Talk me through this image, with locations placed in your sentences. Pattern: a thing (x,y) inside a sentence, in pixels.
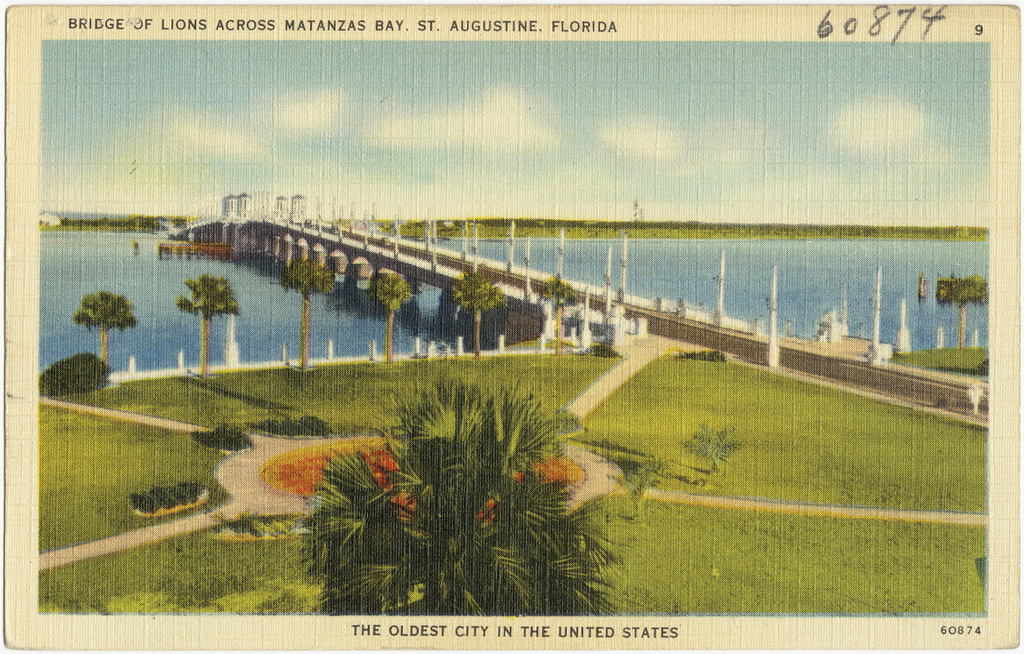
This is a poster, in the poster there is a bridge (402,265) in the middle (365,262) to which on both the sides there is water (290,300). In the foreground (391,508), of this poster there are plants (290,429), trees (543,555) and path (584,404) to walk. In the background (690,222), there is greenery (179,217), sky (358,116) and the cloud (380,128).
